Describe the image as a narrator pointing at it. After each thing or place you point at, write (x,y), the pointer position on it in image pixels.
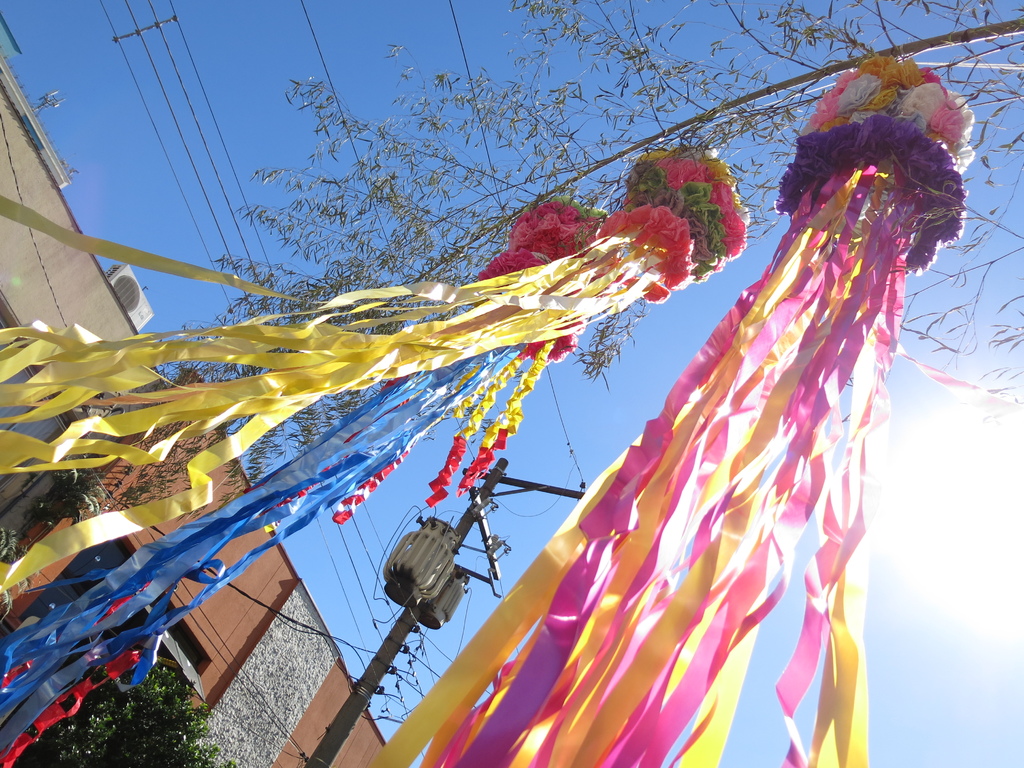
These are the paper decoration items (632,259) that are tied to the tree (305,223), on the left side (274,635) there are houses (283,760). At the top (427,48) it is the sky (490,81).
